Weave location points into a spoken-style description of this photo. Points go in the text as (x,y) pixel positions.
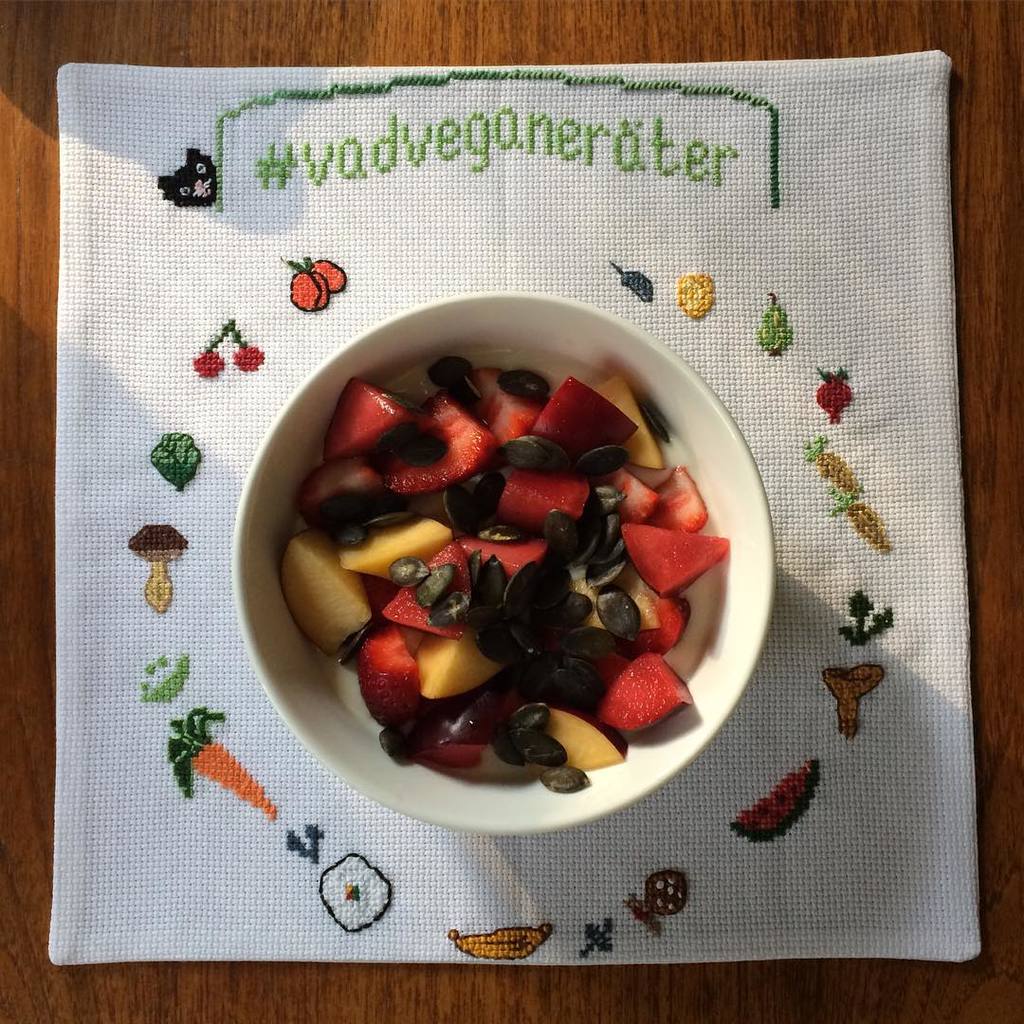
In this picture we can see fruits (618,422) in the bowl (333,664), and we can find a cloth (772,238) on the table (441,54).
